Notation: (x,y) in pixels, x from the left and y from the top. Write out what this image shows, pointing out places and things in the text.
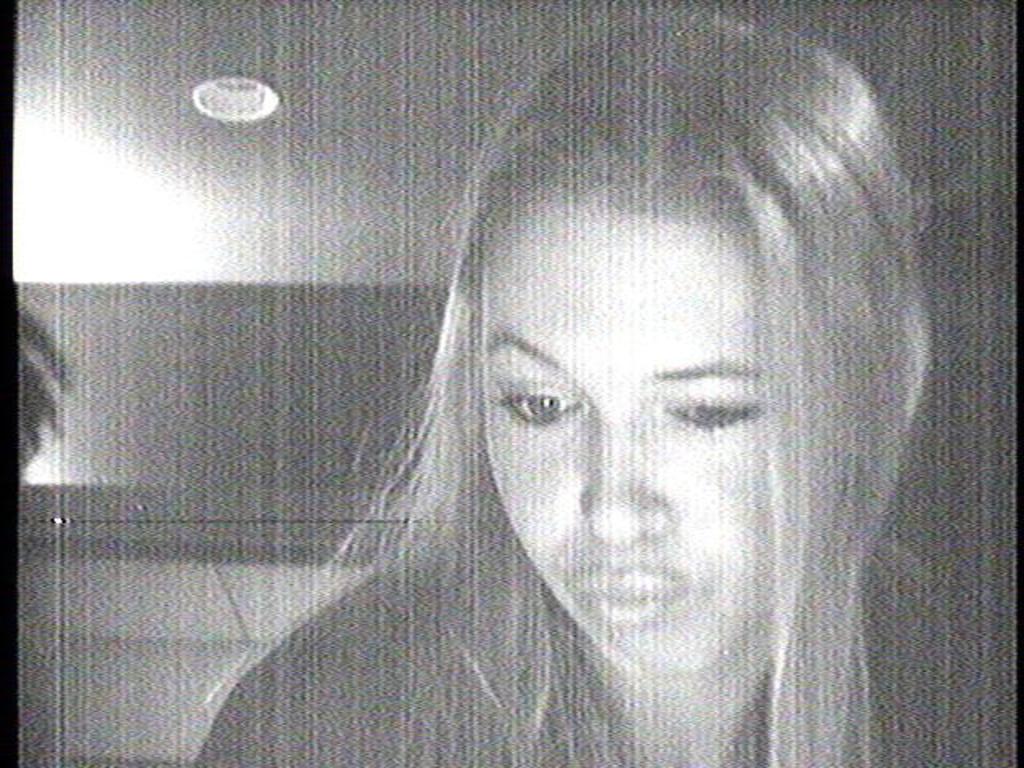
In this image I can see a woman (594,332). In the background (379,370) I can see the wall (255,446), the ceiling (363,75) and a light (254,89). I can see this is a black and white image.
